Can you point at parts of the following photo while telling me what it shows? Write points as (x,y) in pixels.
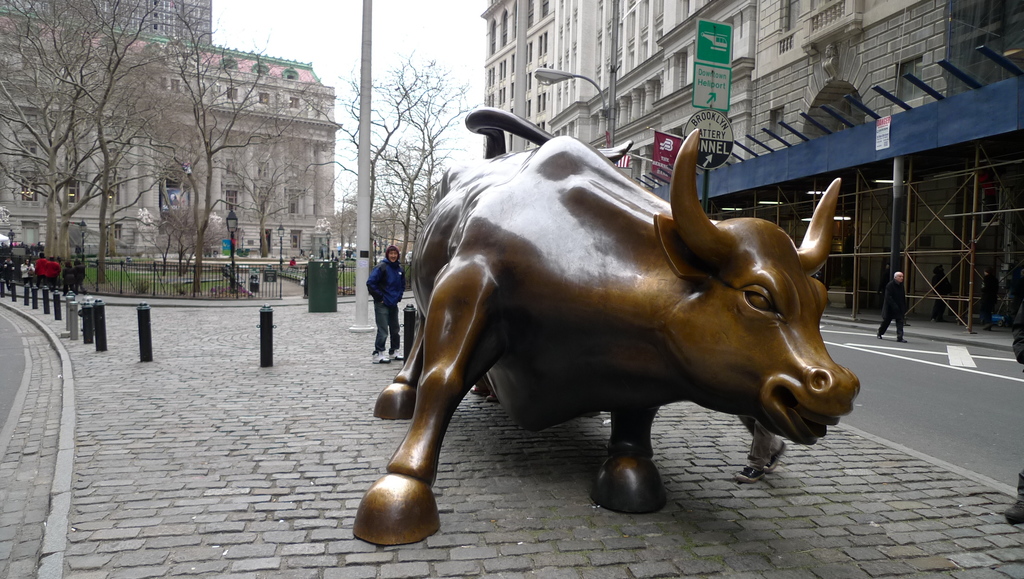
In this picture we can see the statue (423,319) of a charging bull (587,358) on the path (481,570) and behind the bull (529,292) there are some people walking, poles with boards (709,80), and lights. Behind the people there is the fence (189,269), trees (281,176), buildings (595,50) and the sky (348,24).
